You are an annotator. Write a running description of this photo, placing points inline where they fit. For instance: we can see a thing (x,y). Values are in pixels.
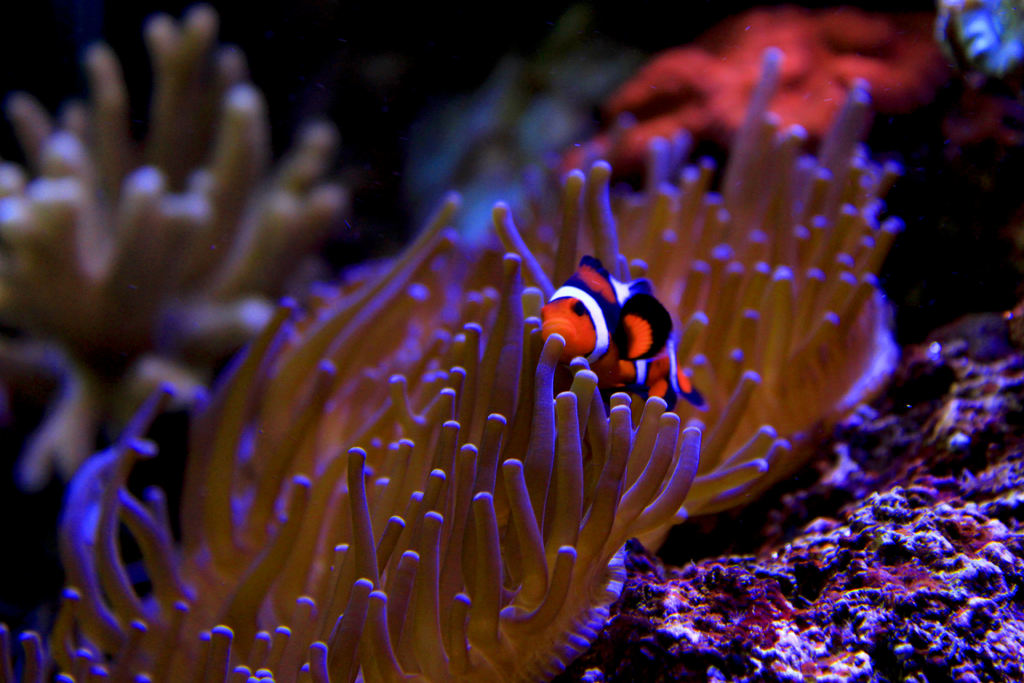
In the picture there is a small fish (553,301) swimming beside the plants (481,273) in the under water (538,194).
